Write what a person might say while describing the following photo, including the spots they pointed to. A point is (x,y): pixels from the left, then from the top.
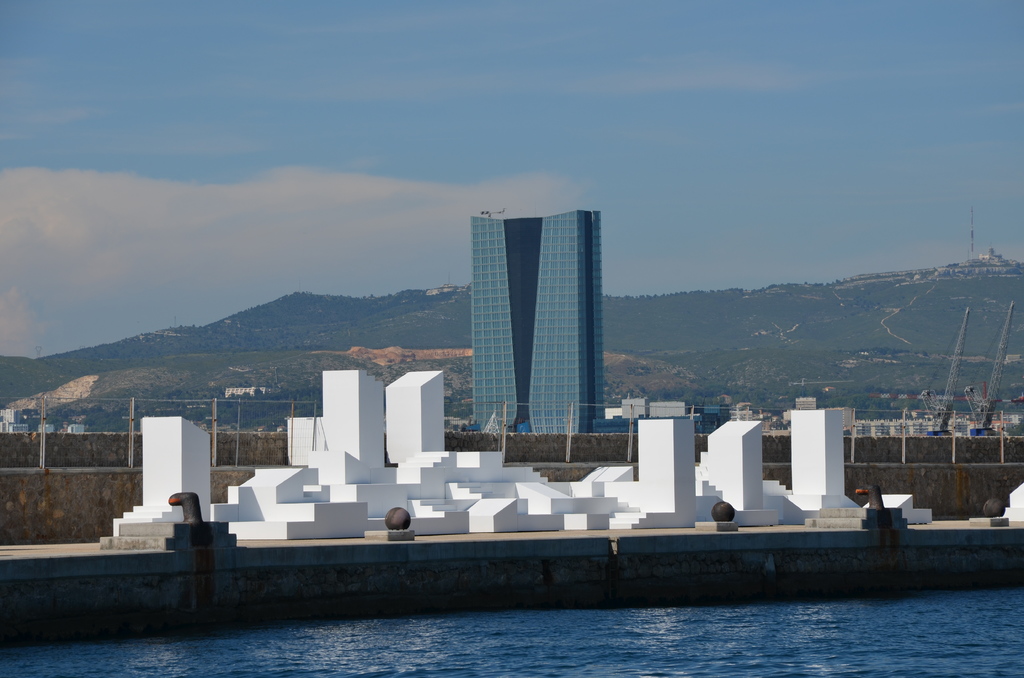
In this picture we can see water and few buildings (433,434), in the background (878,384) we can see fence (862,422), cranes (984,394) and hills (436,297), and also we can see clouds (64,218).
